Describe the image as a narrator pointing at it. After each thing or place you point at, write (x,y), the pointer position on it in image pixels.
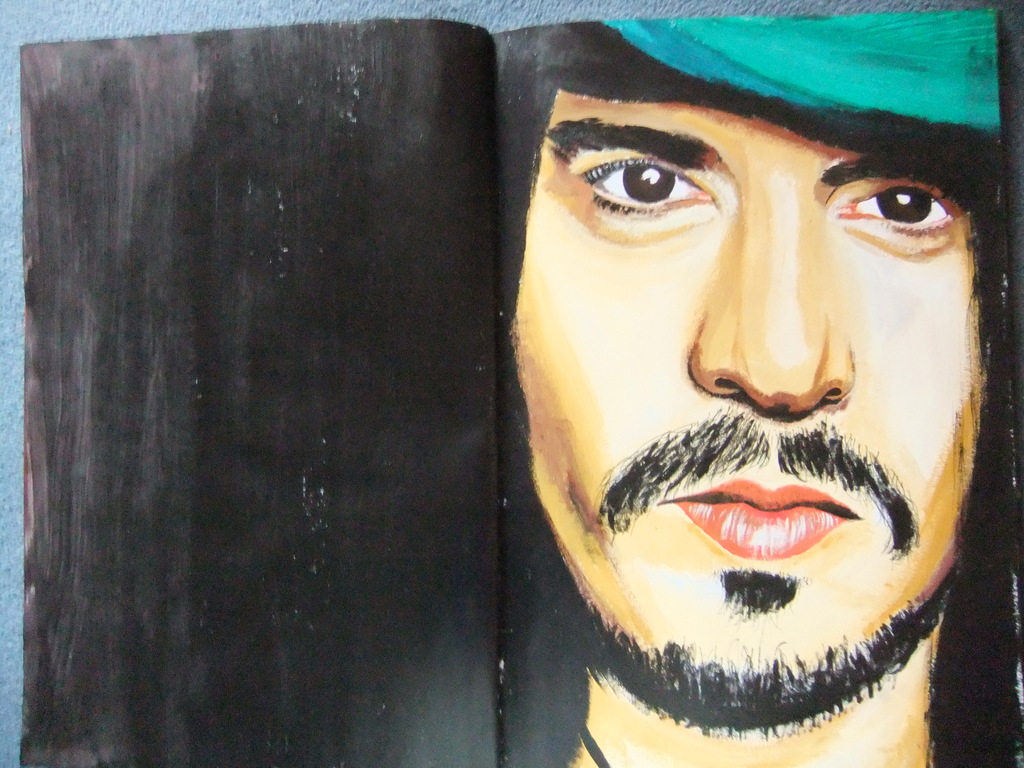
Here we can see painting (377,266) of a person face (566,105) on the surface (266,67).
